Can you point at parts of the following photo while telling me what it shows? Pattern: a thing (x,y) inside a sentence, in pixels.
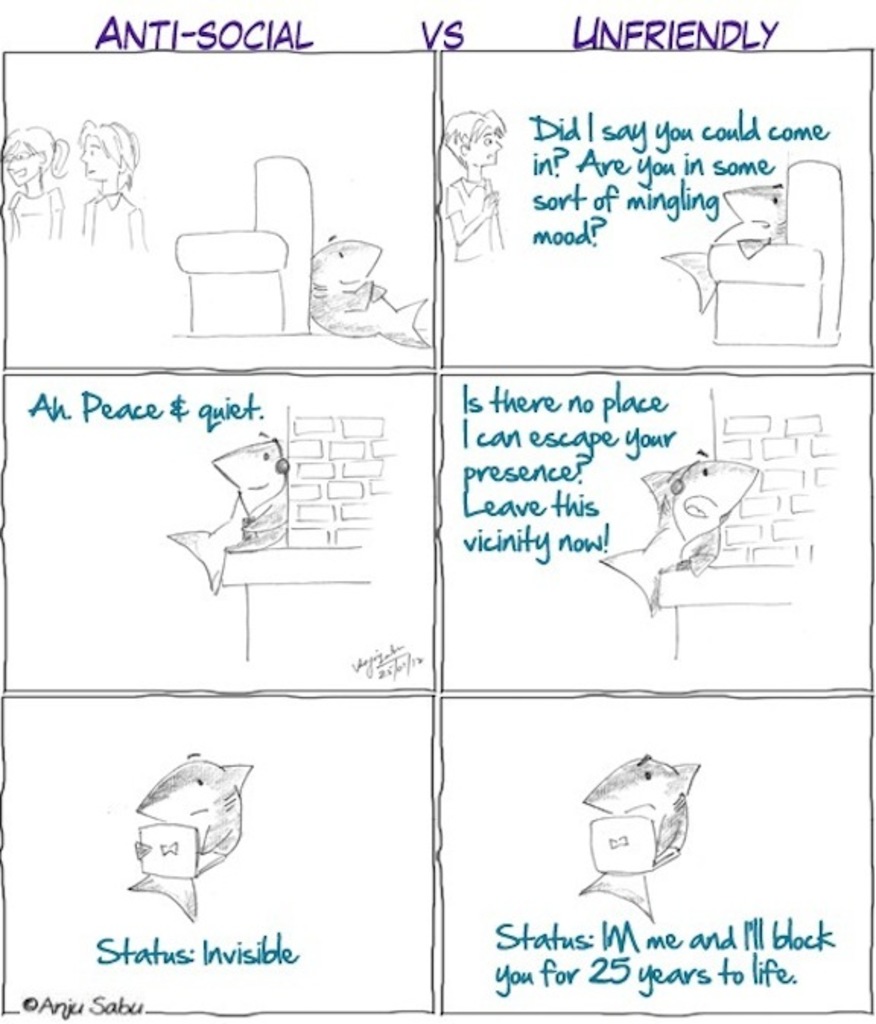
This is an edited picture. I can see the drawings (333,433) of persons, fish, wall (806,459) and some other objects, there are words (629,125) and numbers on it.
